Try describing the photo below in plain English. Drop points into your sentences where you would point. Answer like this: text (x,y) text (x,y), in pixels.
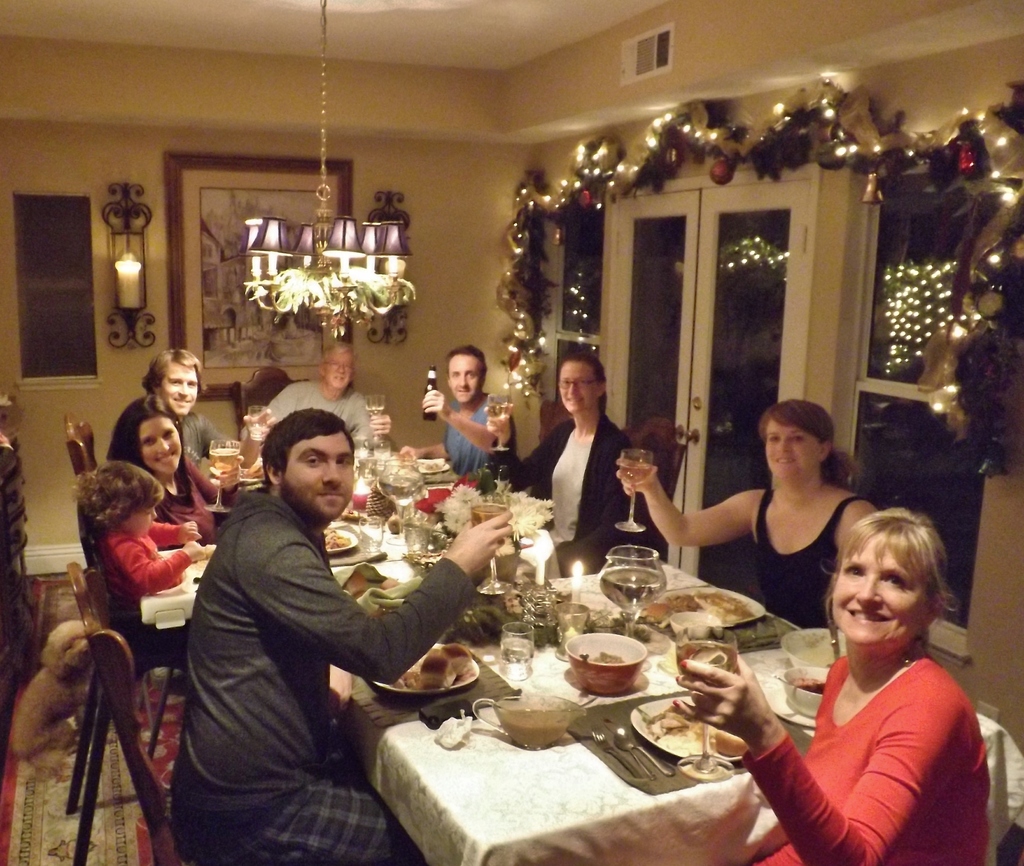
This Image is clicked in a room (754,441). There is Christmas decoration (1007,306) on the right side (1012,241). There are lights (563,184) in the middle (369,316) and top. There is a dining table (605,788) and people (138,586) are sitting on chairs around the dining table (544,865). On that table (548,673) there are glasses (616,560), bowls (585,662), candles (576,594), flower pot (511,536), spoon (623,740), fork (600,745), knife (642,754) and eatables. There is a photo frame (176,293) on the wall (386,379). There is a dog (80,671) in the left side (88,684) bottom corner.
